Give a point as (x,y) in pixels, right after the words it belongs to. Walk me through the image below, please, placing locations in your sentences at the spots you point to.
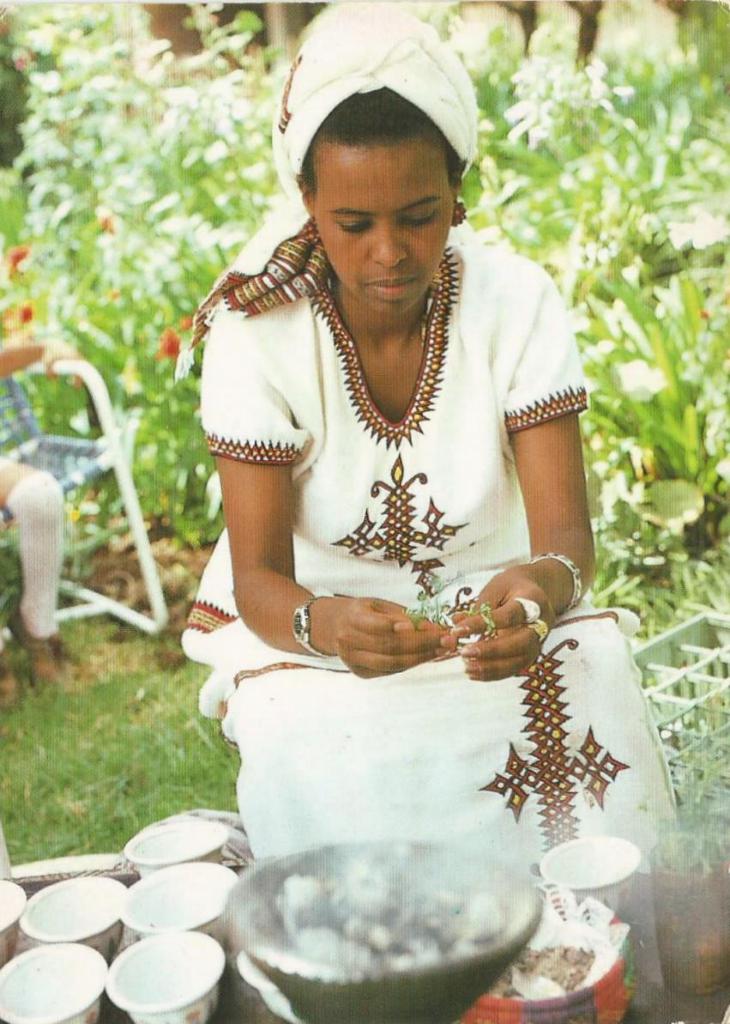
In this image, we can see a person (430,353) wearing clothes (406,571). There are bowls (38,964) at the bottom of the image (607,987). There is a person (27,491) on the chair (107,466) which is on the left side of the image (135,524). In the background (124,190), we can see some plants (638,213).
